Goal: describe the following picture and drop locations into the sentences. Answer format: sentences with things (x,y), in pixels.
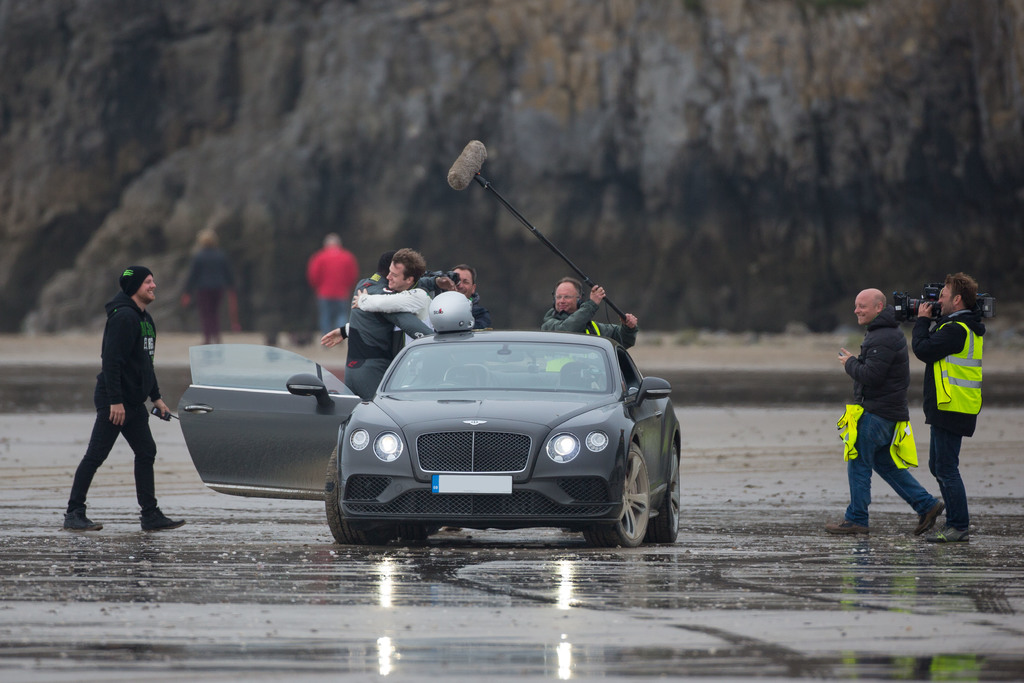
This is a picture taken in the outdoor, there are people (586,309) behind the car (402,382). The man (941,341) is holding the camera (914,309) and recording the persons (417,309) on the top of the car (458,366) there is helmet (444,316) and the back ground of the car (456,333) is a mountain (280,164).
